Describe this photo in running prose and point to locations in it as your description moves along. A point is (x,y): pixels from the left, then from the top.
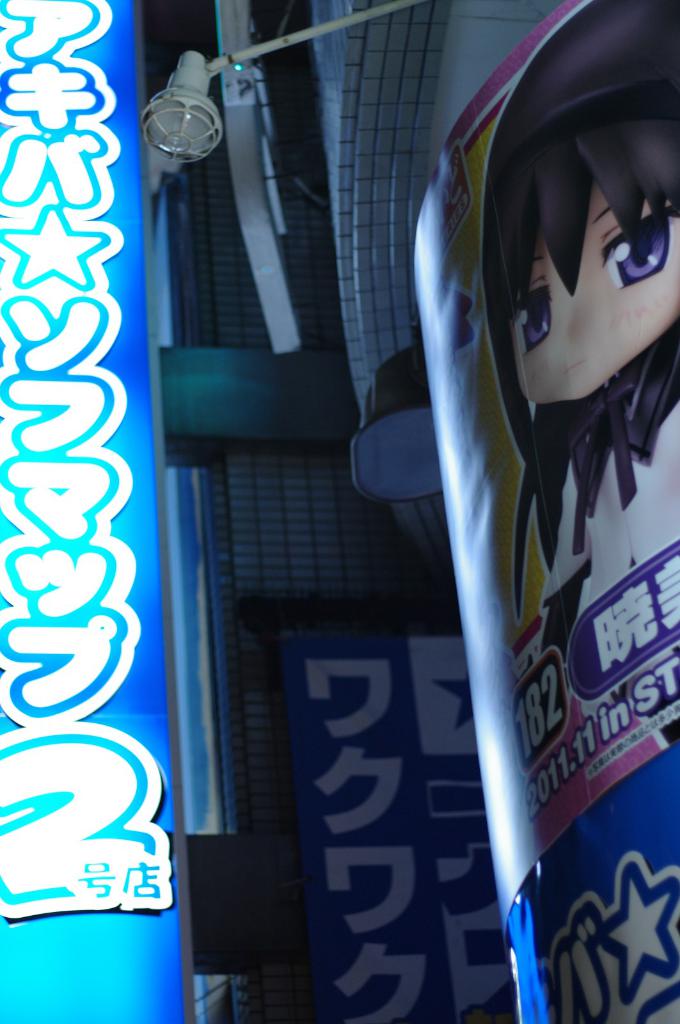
In the picture we can see a light board (127,515) and written something on it and beside it, we can see a poster (555,1020) with a cartoon image (568,482) on it.
